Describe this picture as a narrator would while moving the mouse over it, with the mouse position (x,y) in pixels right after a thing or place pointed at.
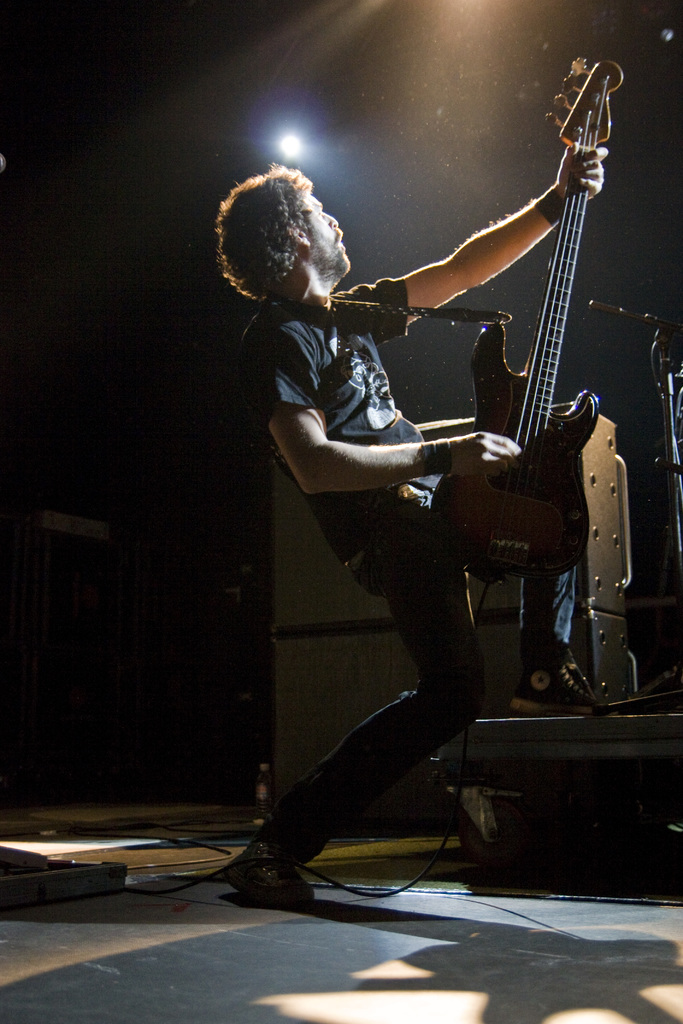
In this image I can see a man (344,528) is standing and I can see he is holding a guitar (588,95). I can also see he is wearing black colour dress (329,406) and in background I can see a light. I can also see this image is little bit in dark from background (330,91).
